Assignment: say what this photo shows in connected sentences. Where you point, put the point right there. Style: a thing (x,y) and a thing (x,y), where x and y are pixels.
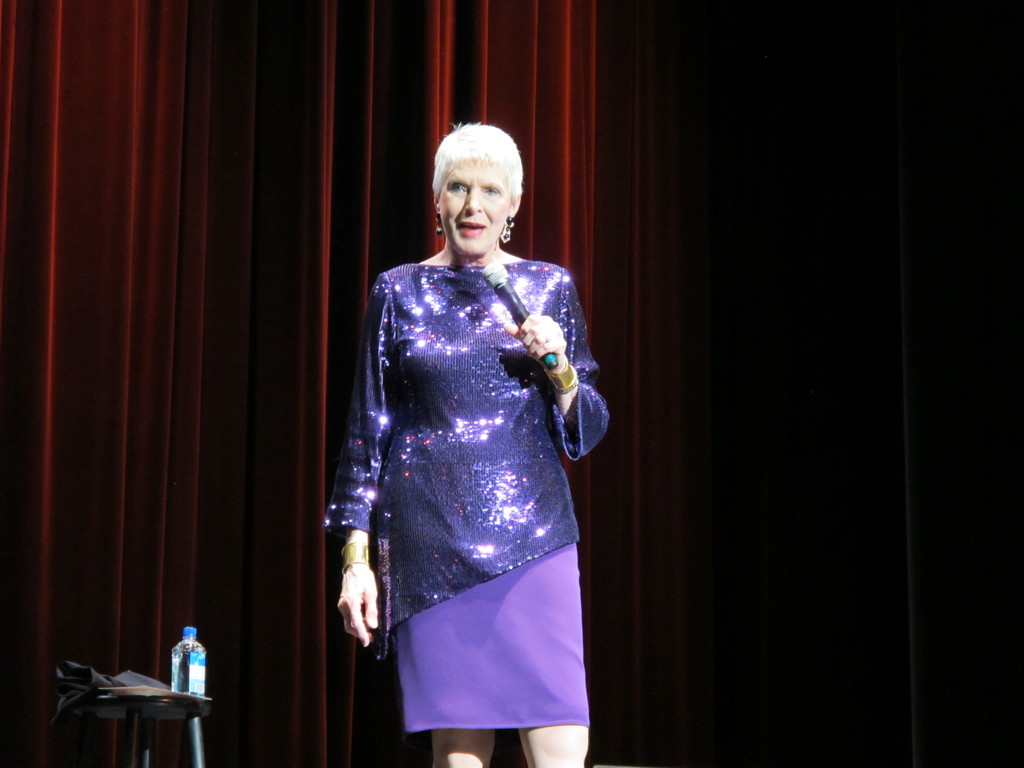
In this image there is a woman (554,506) standing. She is holding a mike (505,269). Left bottom there is a table (136,705) having a cloth (139,678) and a bottle (187,659). Background (71,419) there are curtains (536,127).
